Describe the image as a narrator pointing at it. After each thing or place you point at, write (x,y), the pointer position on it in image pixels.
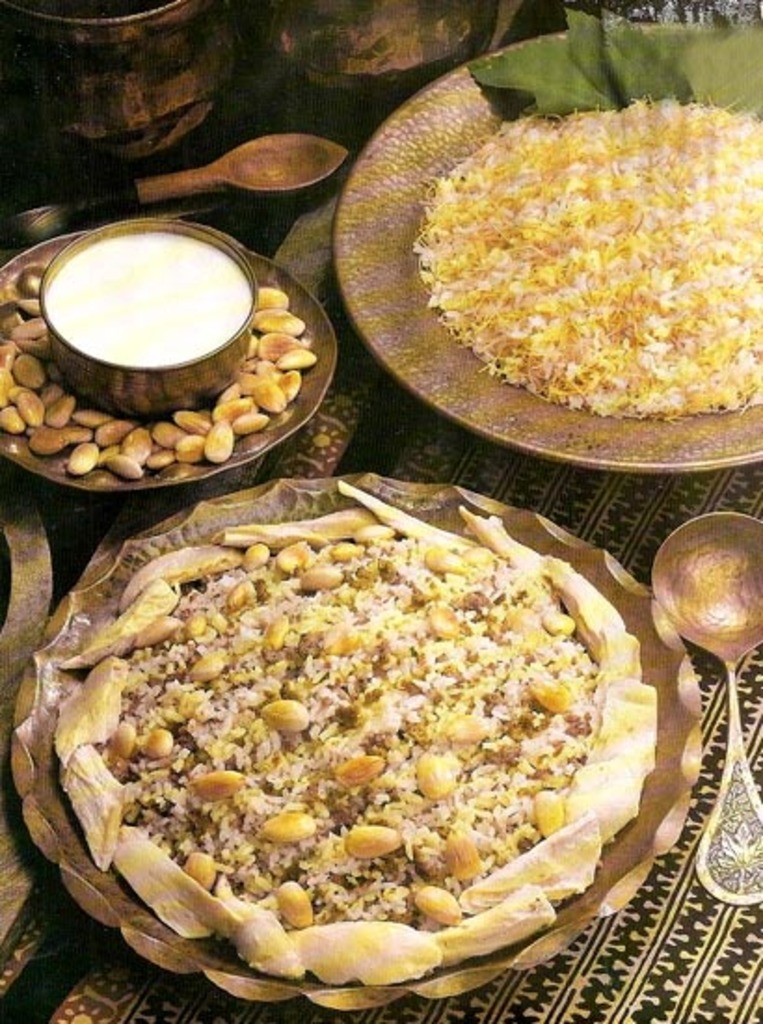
In this picture I can see food items (293,592) in the plate (372,484). I can see the bowl (201,377).
